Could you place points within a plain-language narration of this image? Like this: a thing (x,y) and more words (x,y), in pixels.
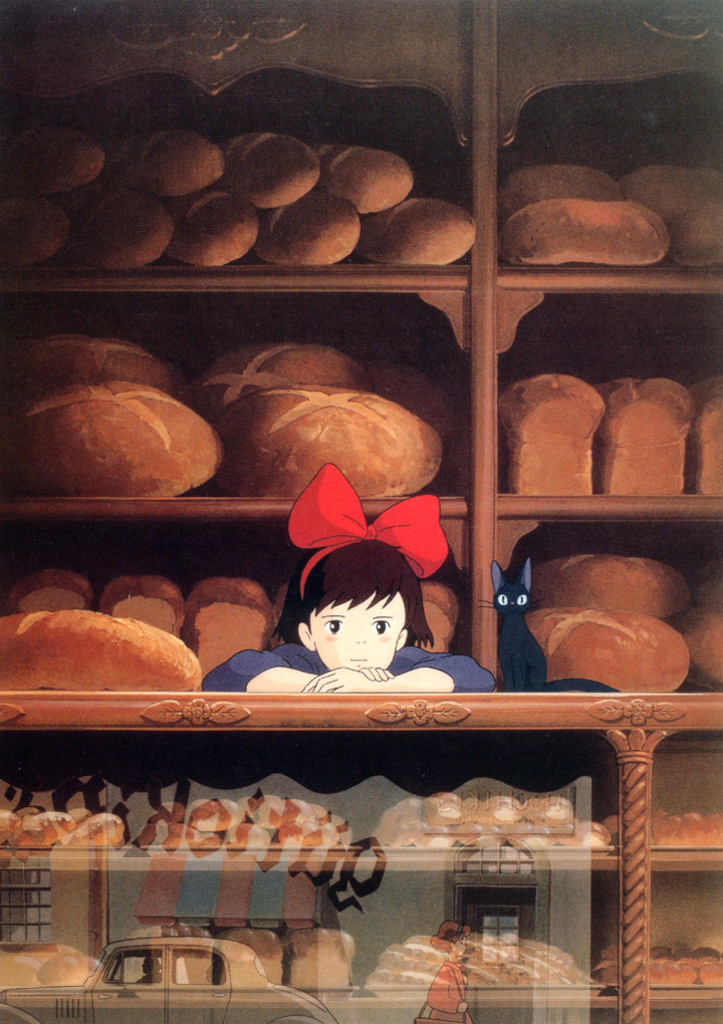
In this image I can see a cartoon girl (388,599) and cat (509,621). They are in different color. Back I can see brown color objects (573,210) on the rack (442,506). Front I can see car (217,967) and a person (449,954).
